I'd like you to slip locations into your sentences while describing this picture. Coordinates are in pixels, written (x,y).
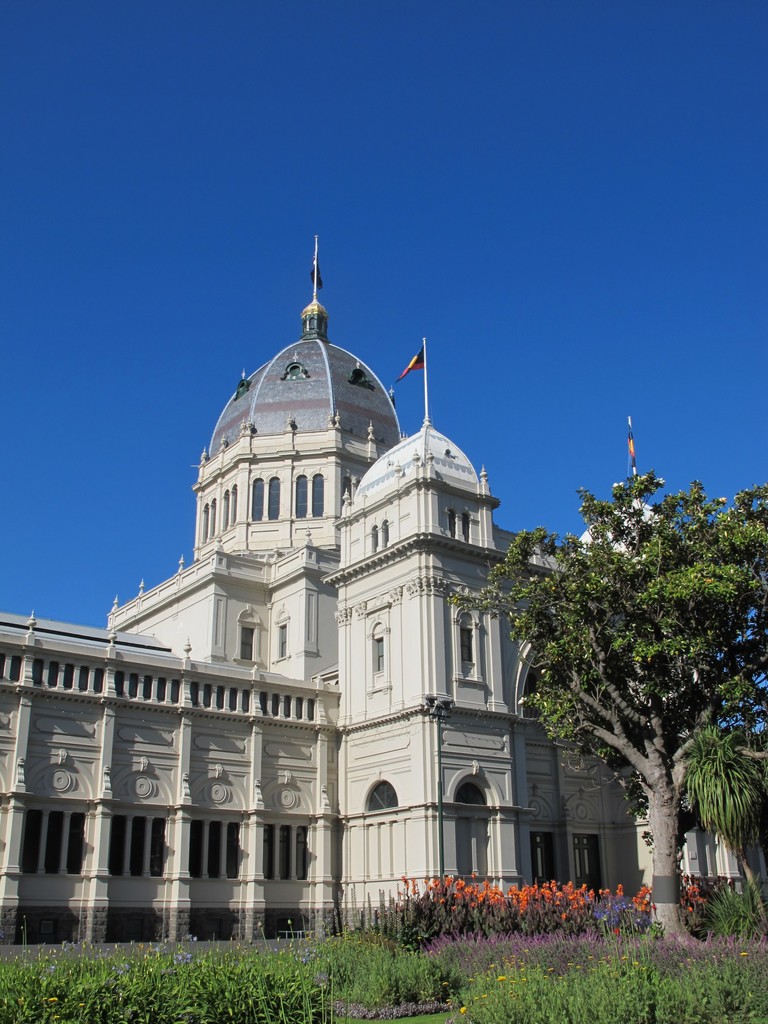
At the bottom of this image (677,875), there are plants (274,1007), trees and grass (459,973) on the ground (366,973). In the background (374,670), there is a building (235,564), which is having windows (388,795), flags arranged on the top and there is blue sky (226,289).
